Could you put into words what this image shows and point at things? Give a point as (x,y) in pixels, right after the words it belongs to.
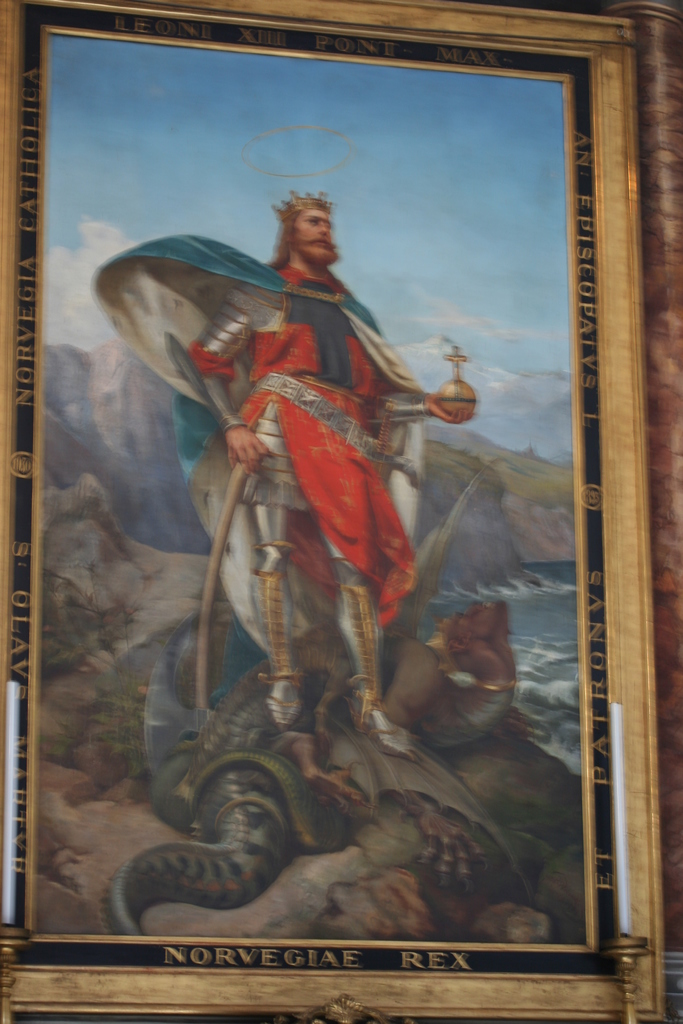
In this image there is a picture frame (266,982) having a picture (314,660) of a man (299,520). He is holding a stick (197,685) with one hand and ball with another hand (439,414). Behind him there is a hill (544,554). Top of image (218,176) there is sky (427,293).
